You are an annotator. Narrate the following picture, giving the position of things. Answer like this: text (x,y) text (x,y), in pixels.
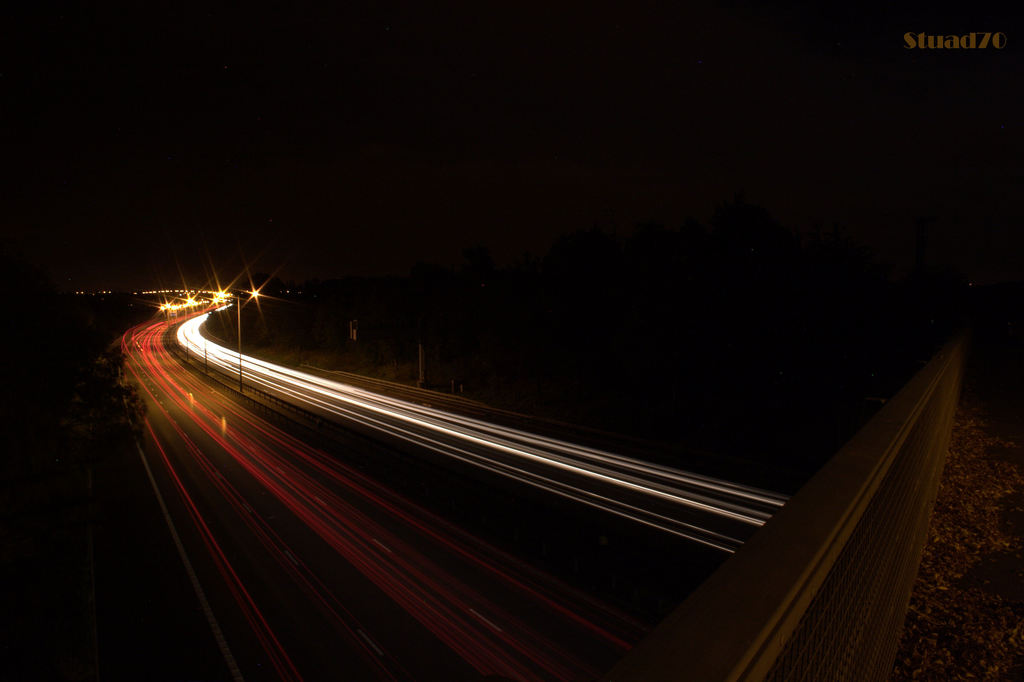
In this image I can see the dark picture in which I can see the road (431,568), a bridge (948,591), few trees (401,357) and few lights (238,368) on the road (190,395). In the background (615,200) I can see the dark sky (365,133).
